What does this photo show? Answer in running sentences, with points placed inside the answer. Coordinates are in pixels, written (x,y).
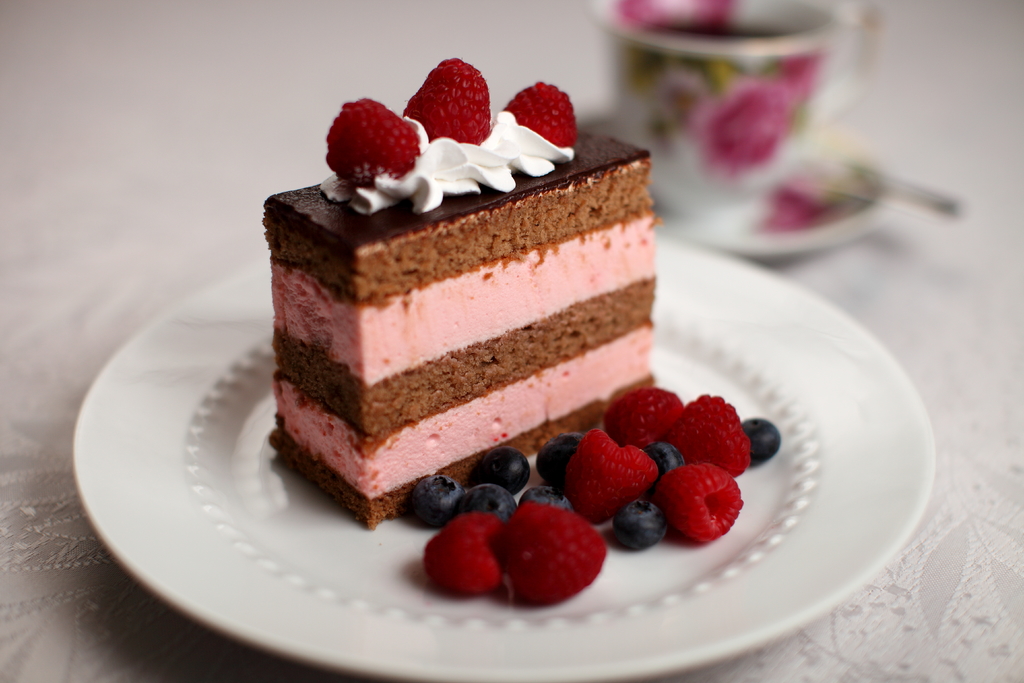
In this picture we can see the chocolate pastry (464,451) with raspberries (595,519) in the white plate (545,621), which is placed on the table top (896,645). Behind there is a pink color tea cup (753,157).
